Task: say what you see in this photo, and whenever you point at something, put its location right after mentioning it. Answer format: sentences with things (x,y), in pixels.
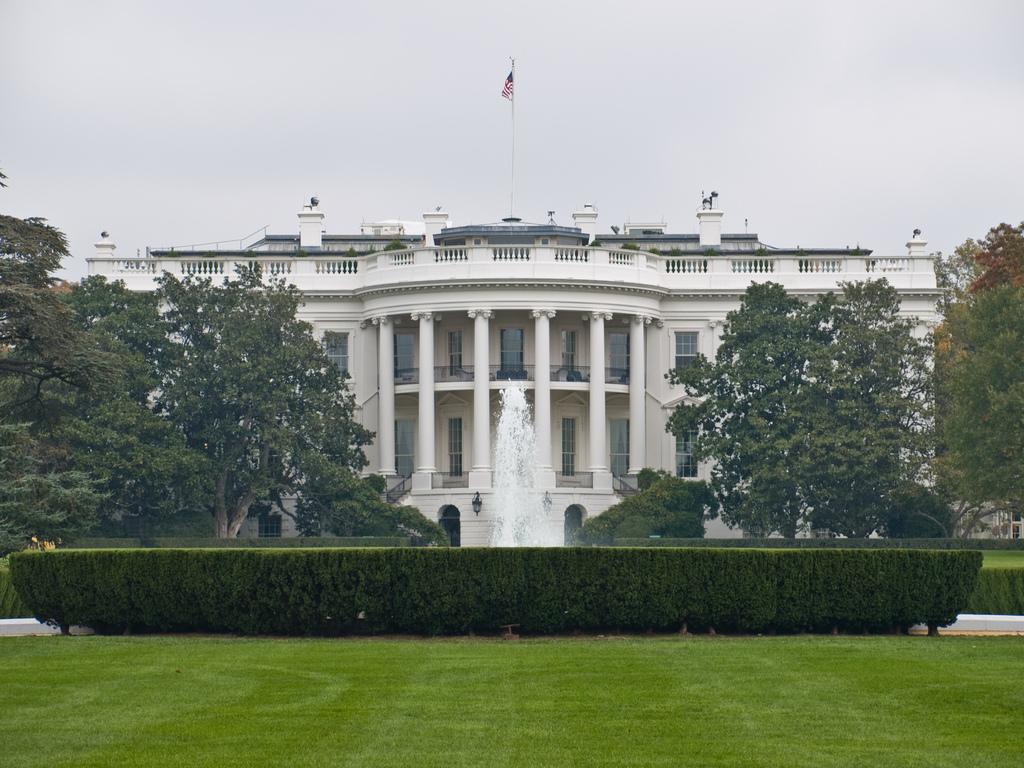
In this image I can see the fountain (496,508). In the background (712,490) I can see few trees (340,449) in green color, building (588,343) in white color, few glass windows (505,350) and I can also see the flag (508,89) and the sky (768,103) is in white color.
